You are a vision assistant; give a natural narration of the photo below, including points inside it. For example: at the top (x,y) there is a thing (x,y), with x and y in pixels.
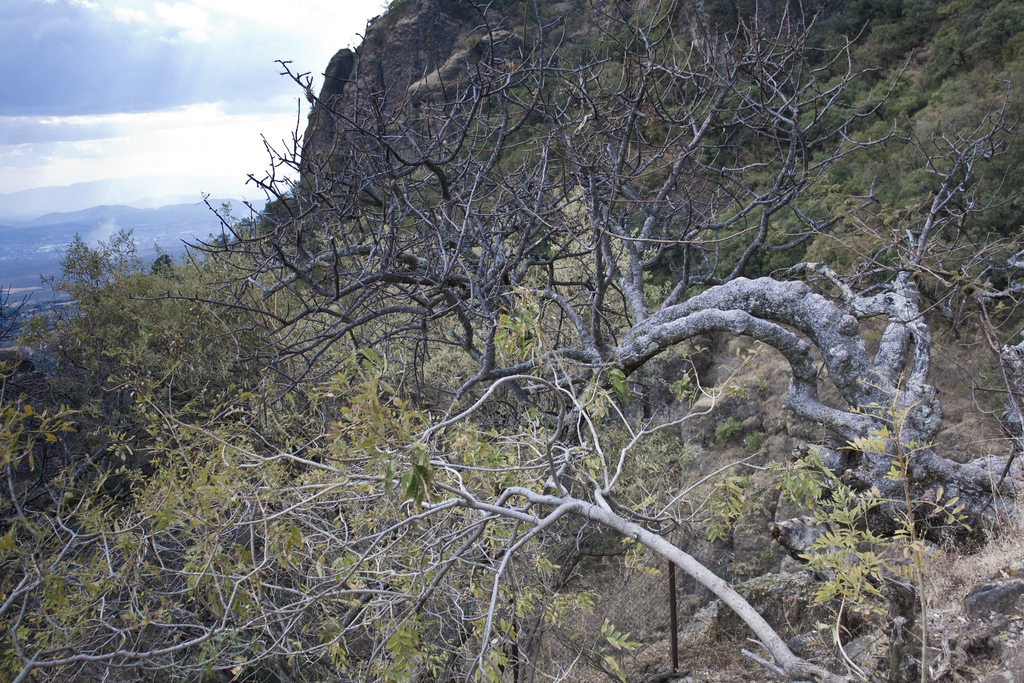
In this picture we can see the hills (479,56) and trees (245,284). In the top left corner (220,65) we can see the clouds (199,10) in the sky (239,17).
